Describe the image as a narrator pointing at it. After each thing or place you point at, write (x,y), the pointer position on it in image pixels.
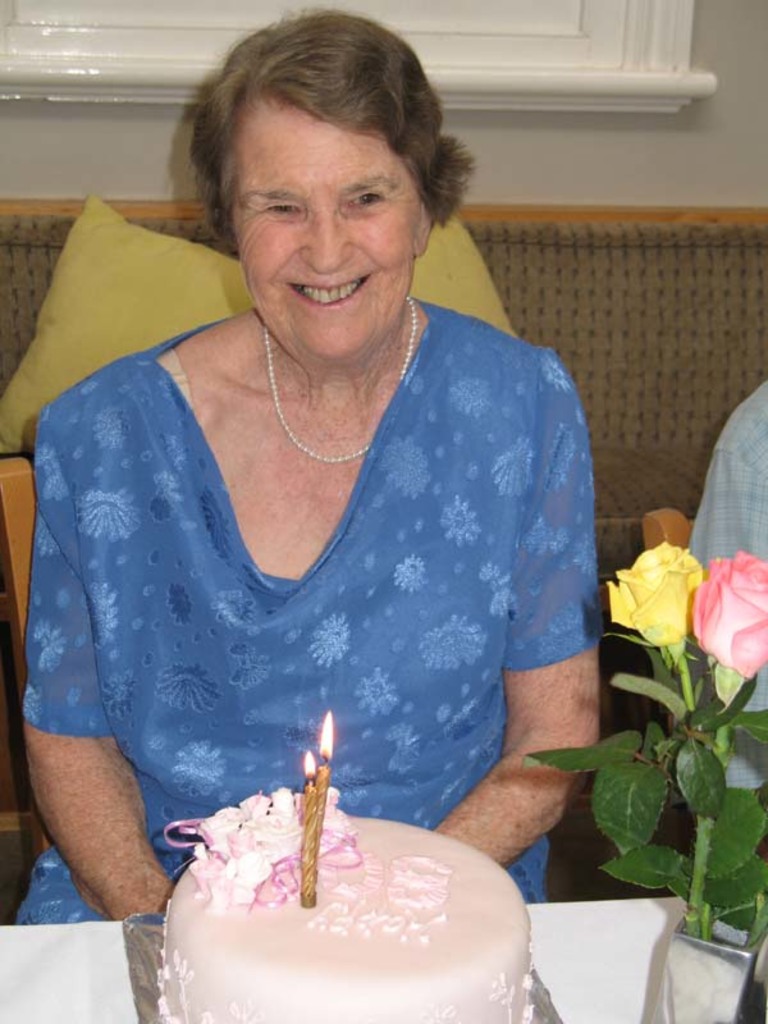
This person (98,562) sitting on the chair (629,698). On the background (657,255) we can see sofa (655,297), wall (743,134). There is a table (646,938). On the table (113,1020) we can see cake (436,886), flower (732,650). On the sofa (521,257) we can see pillows (474,258).
